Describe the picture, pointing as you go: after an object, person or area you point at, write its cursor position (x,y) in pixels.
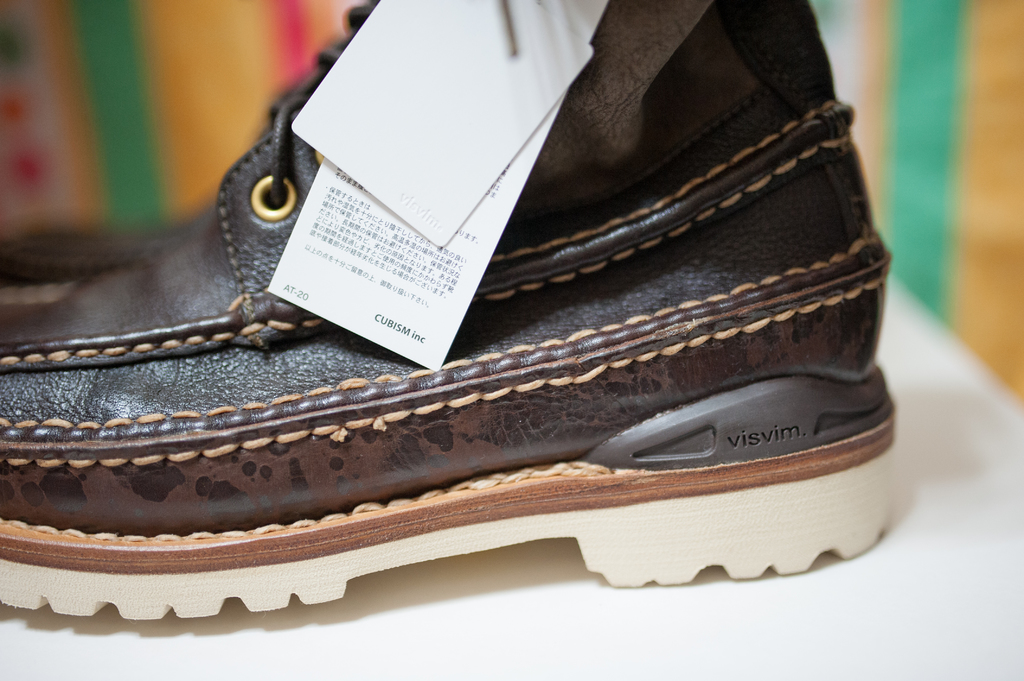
In this image there is a shoe (721,337) with tag (403,171). The background (134,92) is blurry.
